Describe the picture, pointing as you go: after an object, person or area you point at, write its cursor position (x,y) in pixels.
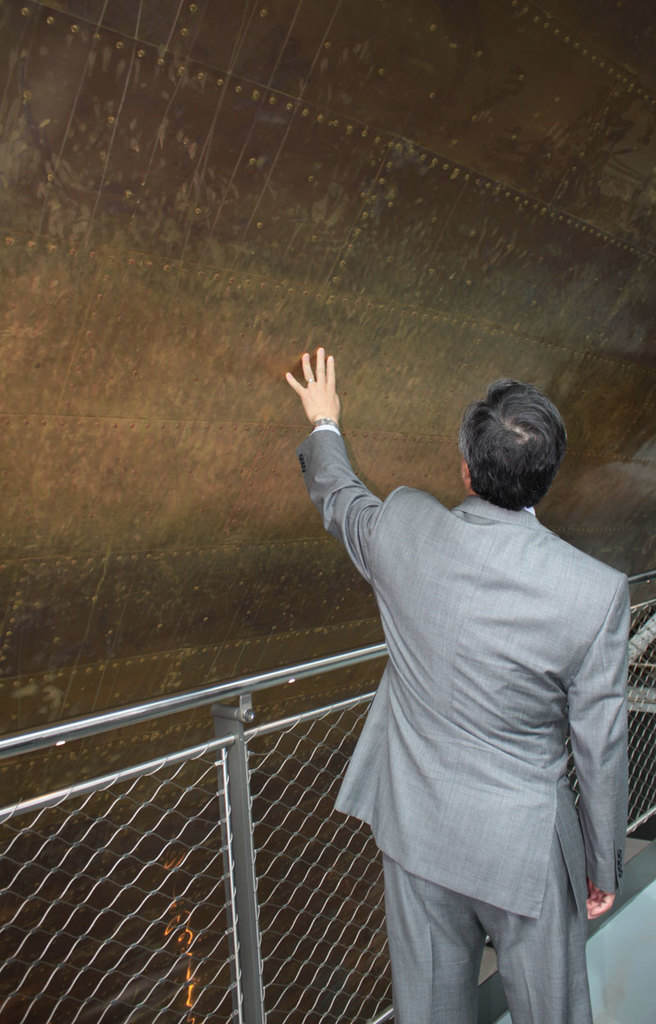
In this image person (456,768) is standing beside the metal grill (230,885). At the background (290,303) there is a wall (255,266).
